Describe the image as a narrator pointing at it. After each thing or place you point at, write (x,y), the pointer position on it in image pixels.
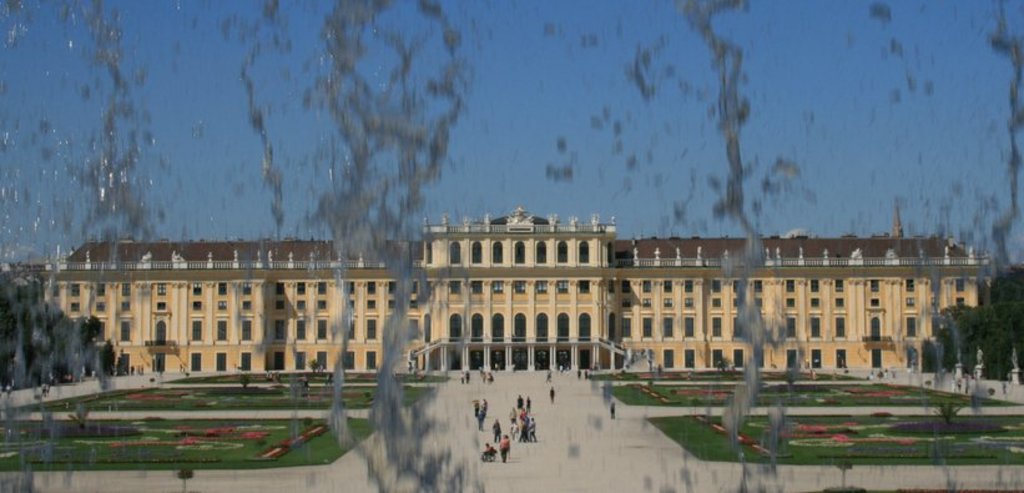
In the image we can see the building (307,324) and these are the windows (324,322) of the building (549,309). There are even people (524,435) wearing clothes (526,419), we can see grass (277,437), footpath (554,421), trees (1020,290) and the sky (546,131). Here we can see water (130,213).
